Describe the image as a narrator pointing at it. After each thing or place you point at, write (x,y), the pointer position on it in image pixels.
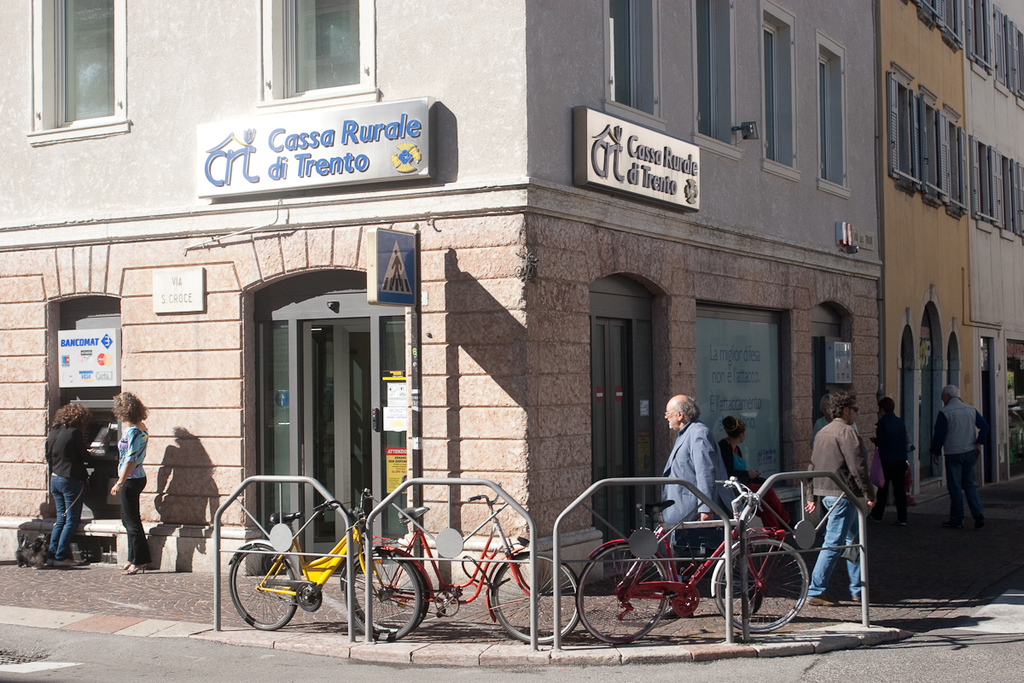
In this image, we can see so many buildings (993,99) with walls (425,84), windows (327,20). Here we can see few doors (360,441), hoardings (340,130), name boards (70,365), posters (385,417). At the bottom (834,627), there is a footpath (840,616). Few people (970,509) are here. We can see few bicycles (638,572), rods (731,596) and road (293,652). Right side of the image (836,527), we can see few people (850,522) are walking.
